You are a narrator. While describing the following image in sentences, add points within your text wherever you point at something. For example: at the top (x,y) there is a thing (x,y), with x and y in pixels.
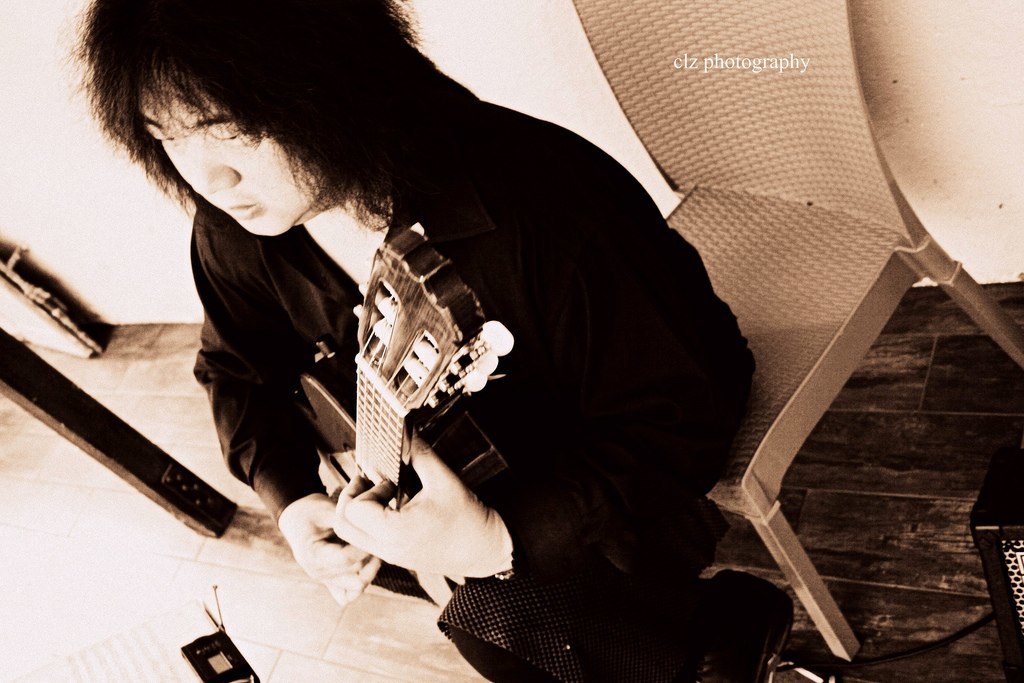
A man (656,501) is sitting on the chair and playing the guitar (426,335) he wear a black color dress (530,280).
